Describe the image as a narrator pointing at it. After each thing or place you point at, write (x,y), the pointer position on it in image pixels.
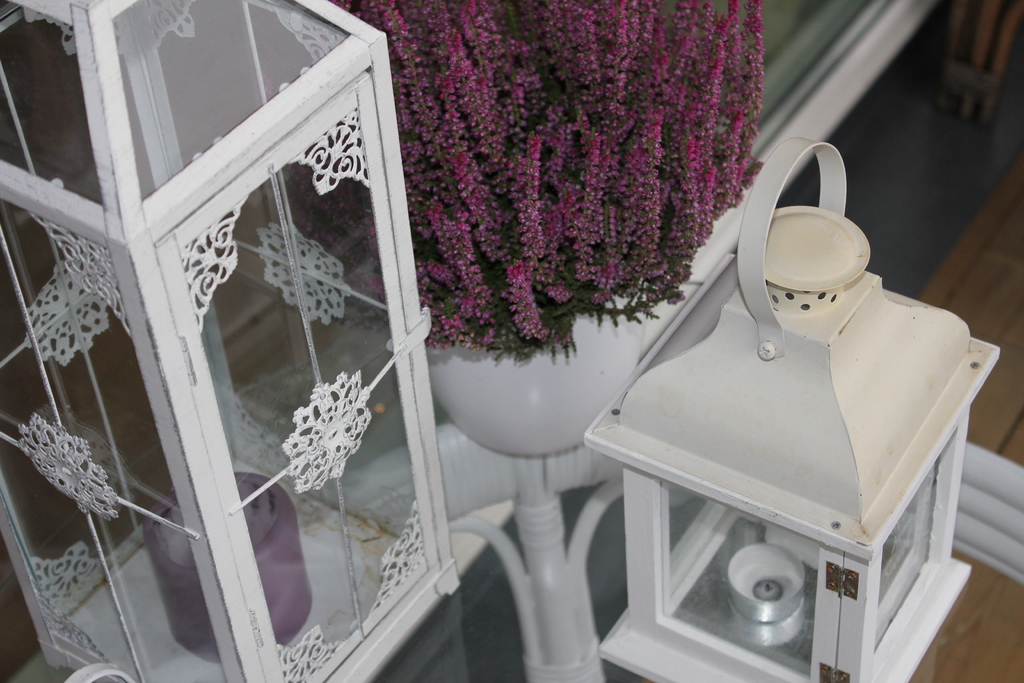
In this image there is a glass table (444,443). On the table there are candles (291,527) in the glass box (229,374).
